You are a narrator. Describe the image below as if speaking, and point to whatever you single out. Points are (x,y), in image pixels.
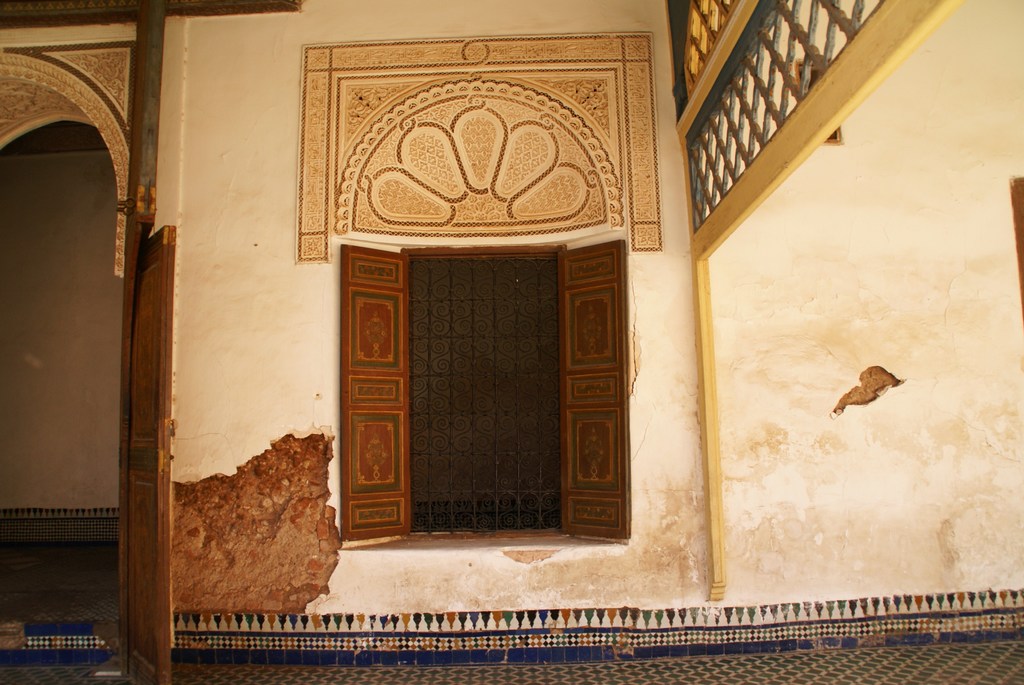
In this picture we can see the floor (75,600), window (353,439), doors (561,376), mesh (554,431), walls (277,264) with designs (392,164) on it.
